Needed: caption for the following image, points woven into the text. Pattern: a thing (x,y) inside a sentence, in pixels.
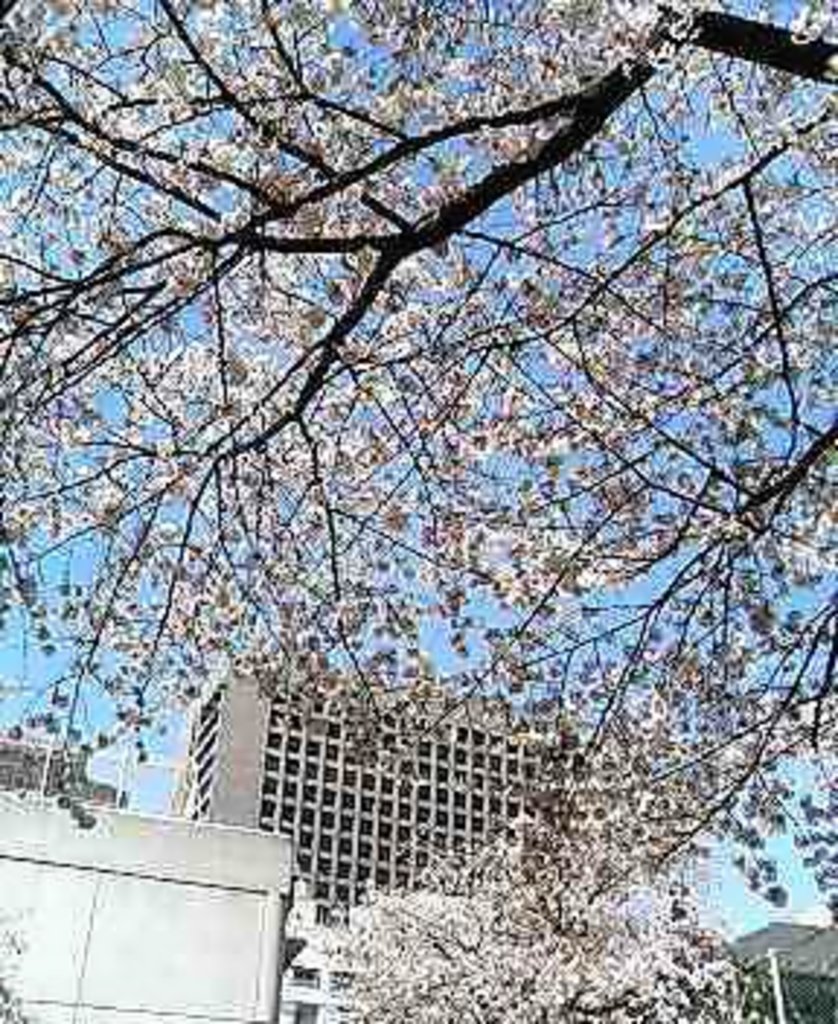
It might be an edited image in the foreground (466,434) there are some trees (404,528), in the background (324,858) there are some buildings (159,903) and in the background (781,854) there is sky (411,192).
